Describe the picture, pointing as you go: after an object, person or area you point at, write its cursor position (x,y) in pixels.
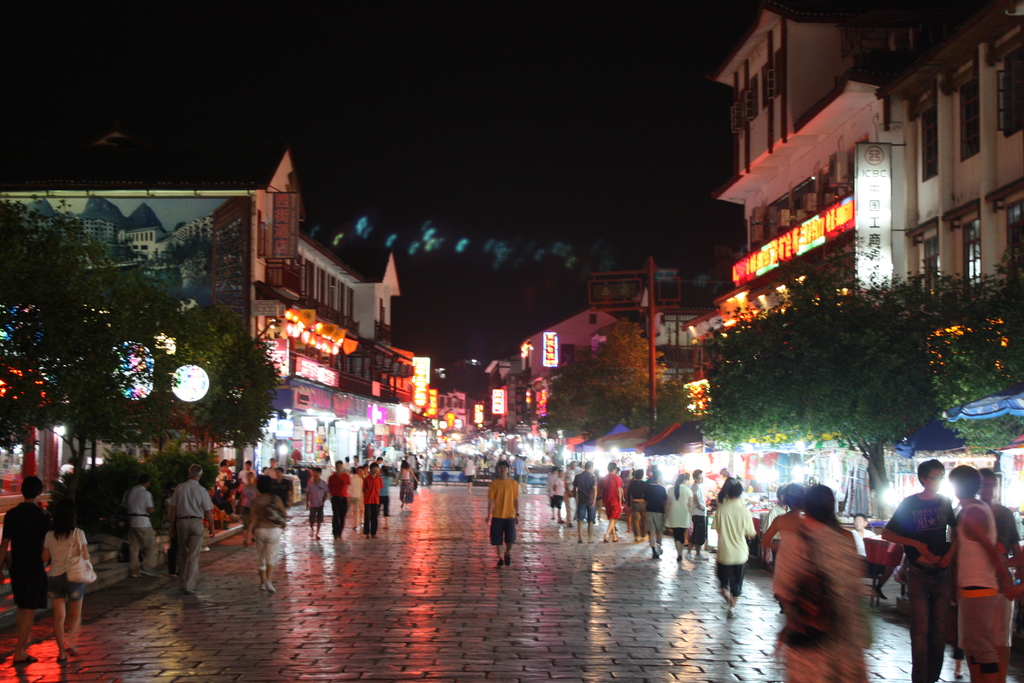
In this image I can see many people (727,564) with different color dresses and few people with bags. In-front of few people (700,547) I can see the stalls (549,443). On both sides of these people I can see the trees (672,397) and buildings (514,402) with boards (705,396). In the background (490,270) I can see the sky (482,268).
